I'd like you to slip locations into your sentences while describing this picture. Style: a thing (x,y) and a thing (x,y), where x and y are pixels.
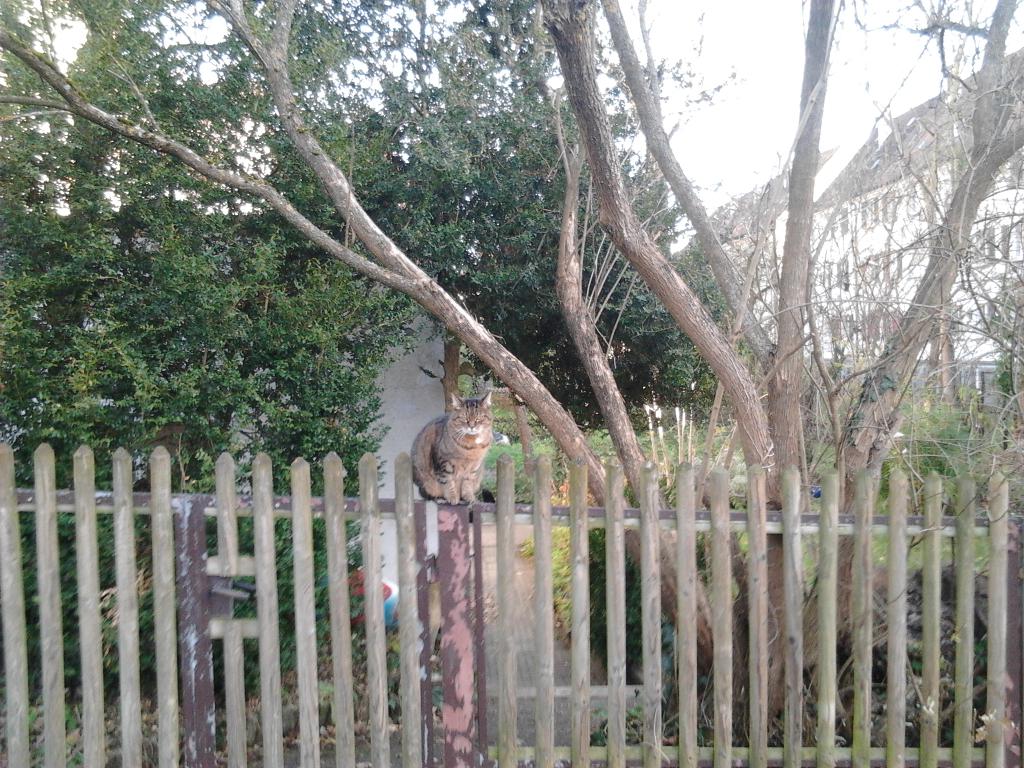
At the bottom of the image (85,647) I can see a cat (429,469) is sitting on the fencing (273,603). At the back of it there are some trees (754,389) and a house (396,394). On the top of the image (745,71) I can see the sky (753,47).
